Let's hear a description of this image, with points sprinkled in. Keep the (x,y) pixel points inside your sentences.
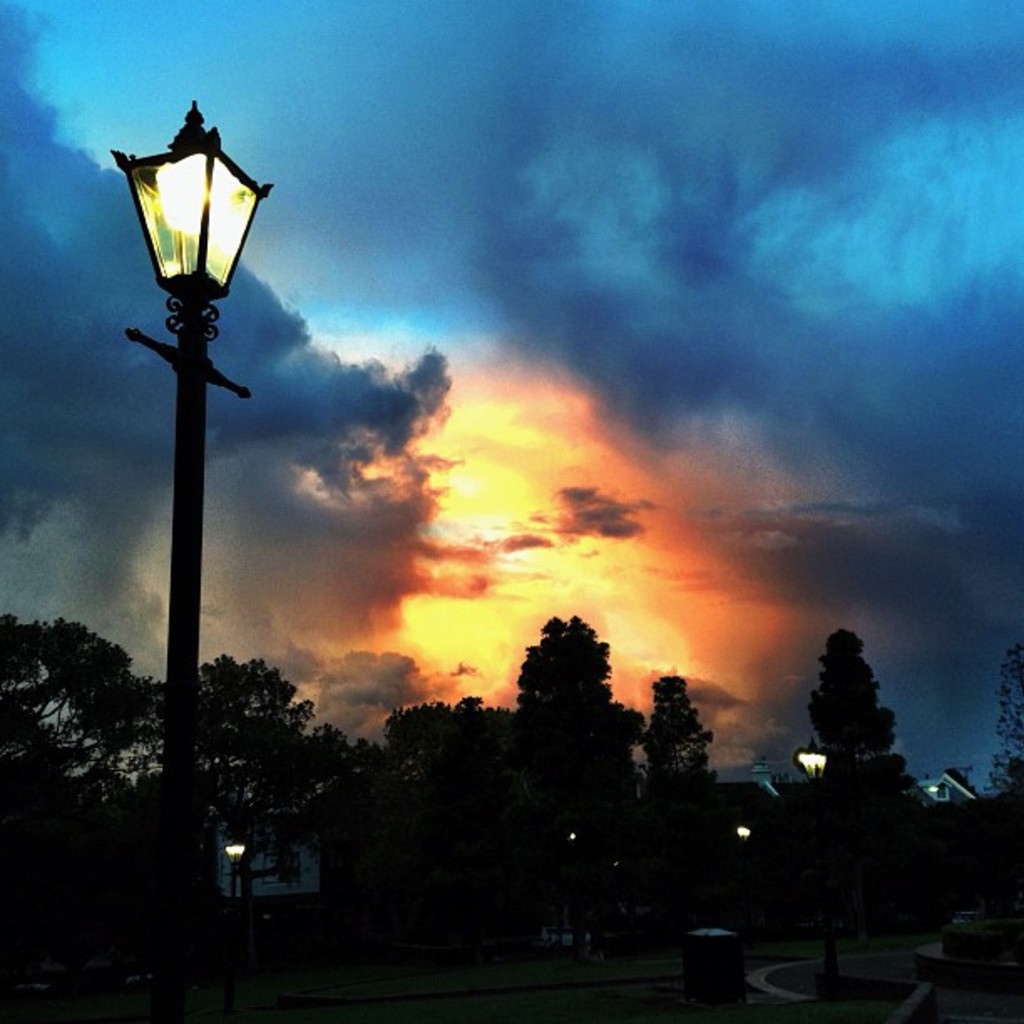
In this picture we can see trees (263,740), poles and we can see sky (242,596) in the background (211,631).
